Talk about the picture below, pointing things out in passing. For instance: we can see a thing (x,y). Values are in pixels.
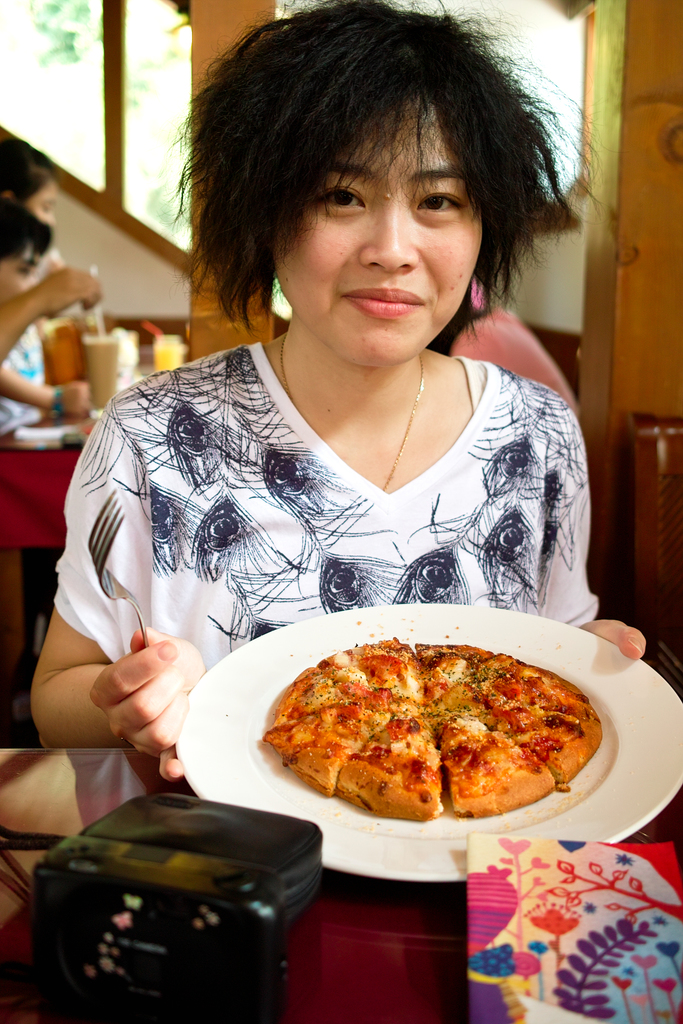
In this image we can see a woman (329,357) smiling and holding the pizza plate (606,663). We can also see a black color object (257,903) and a book (514,912) on the wooden surface (342,926). In the background (13,319) we can see the people (37,243) in front of the table (25,451) which is covered with the cloth (35,504). On the table (21,518) we can see the glasses (90,361). In the background (37,42) we can see the trees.
